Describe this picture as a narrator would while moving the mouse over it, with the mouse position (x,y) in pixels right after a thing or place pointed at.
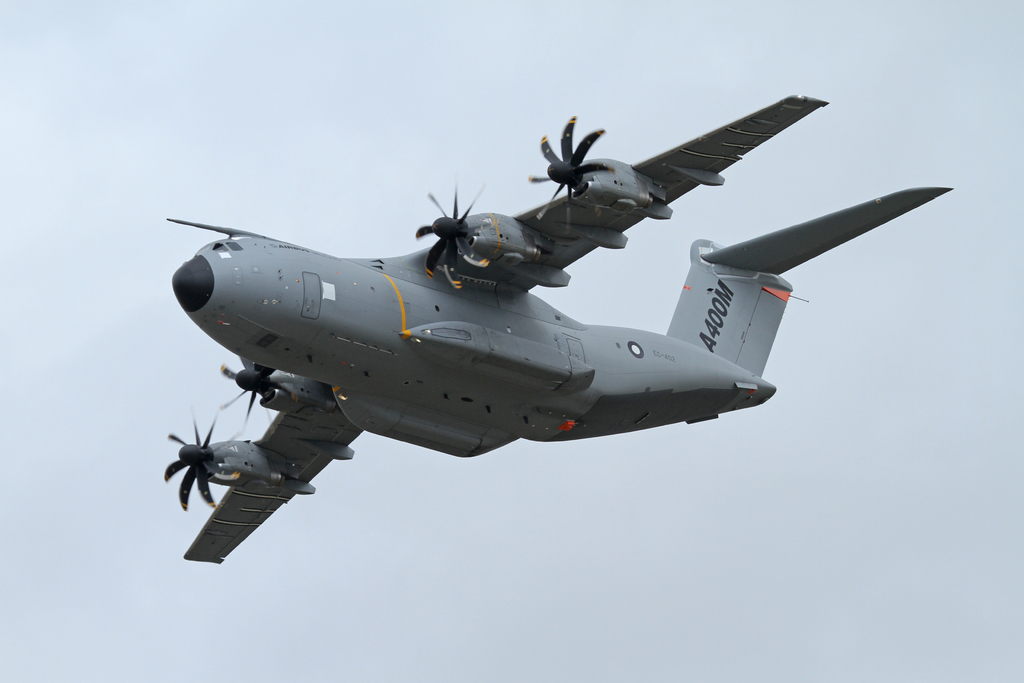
In this image we can see an aircraft (422,415) flying in the air (576,568). In the background (664,557), we can see the sky (589,617).
